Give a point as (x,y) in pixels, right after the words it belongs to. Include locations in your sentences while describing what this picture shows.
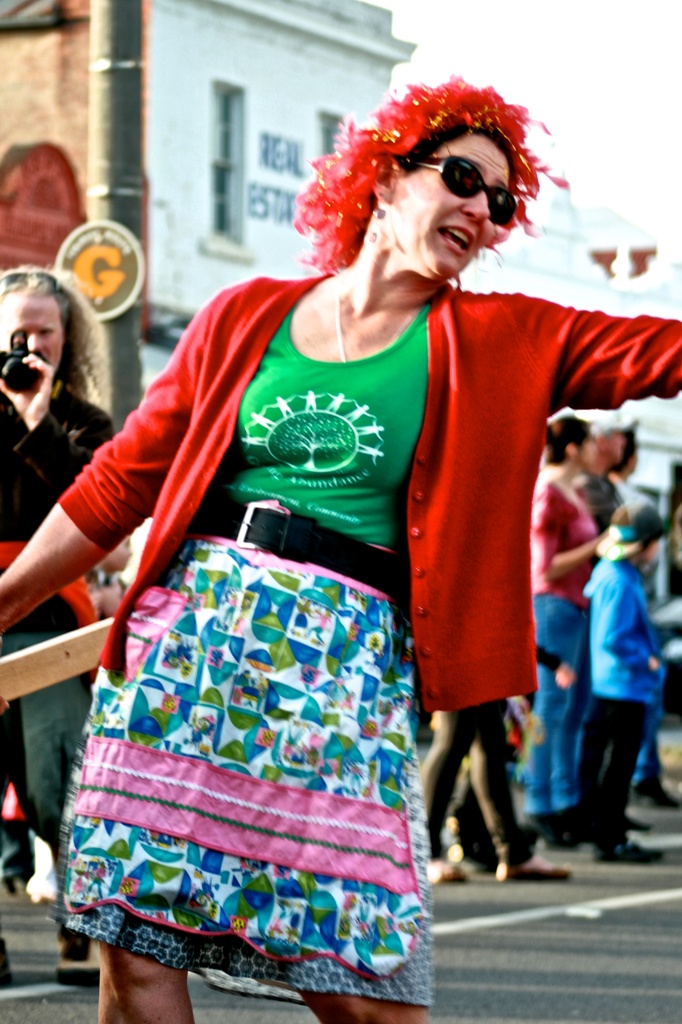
In this image I can see a road (556,918) and on it I can see number of people (287,395) are standing. In the front (83,791) I can see a woman (488,489) is wearing red colour jacket (567,327), red hair wig (404,152), green top (317,497), black belt (368,553) and black shades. On the left side of the image (2,324) I can see one person (9,302) is holding a camera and in the background (14,177) I can see few buildings (269,32) and I can also see something is written on one building (259,82).
